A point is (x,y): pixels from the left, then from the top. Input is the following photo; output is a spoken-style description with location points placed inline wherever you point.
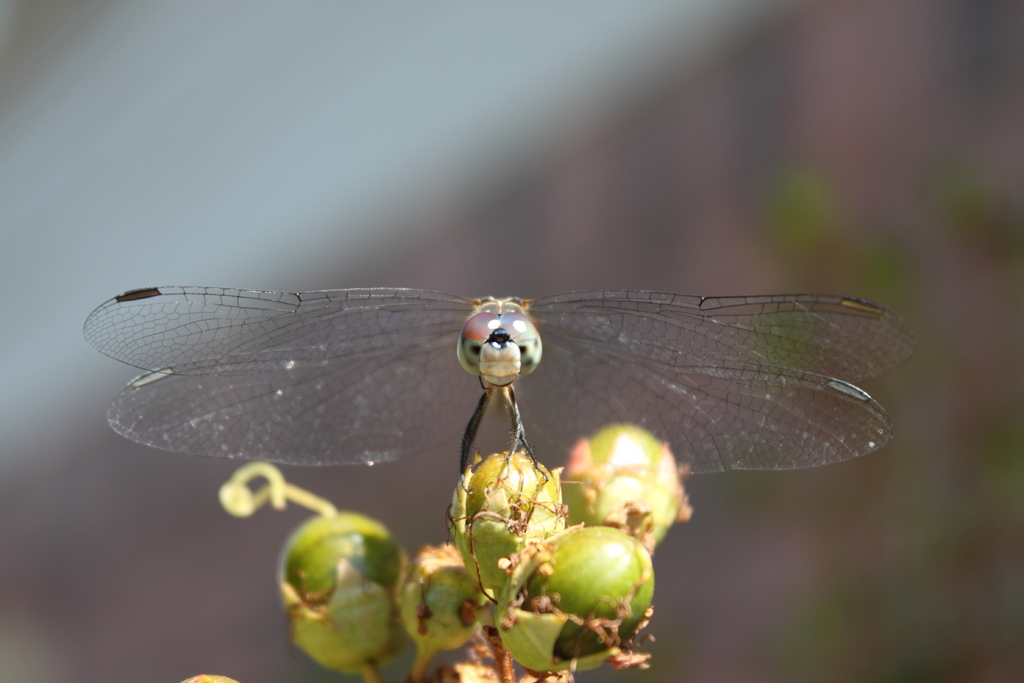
In this image we can see a dragonfly (426,372) on buds (375,526), and the background (194,14) is blurred.
